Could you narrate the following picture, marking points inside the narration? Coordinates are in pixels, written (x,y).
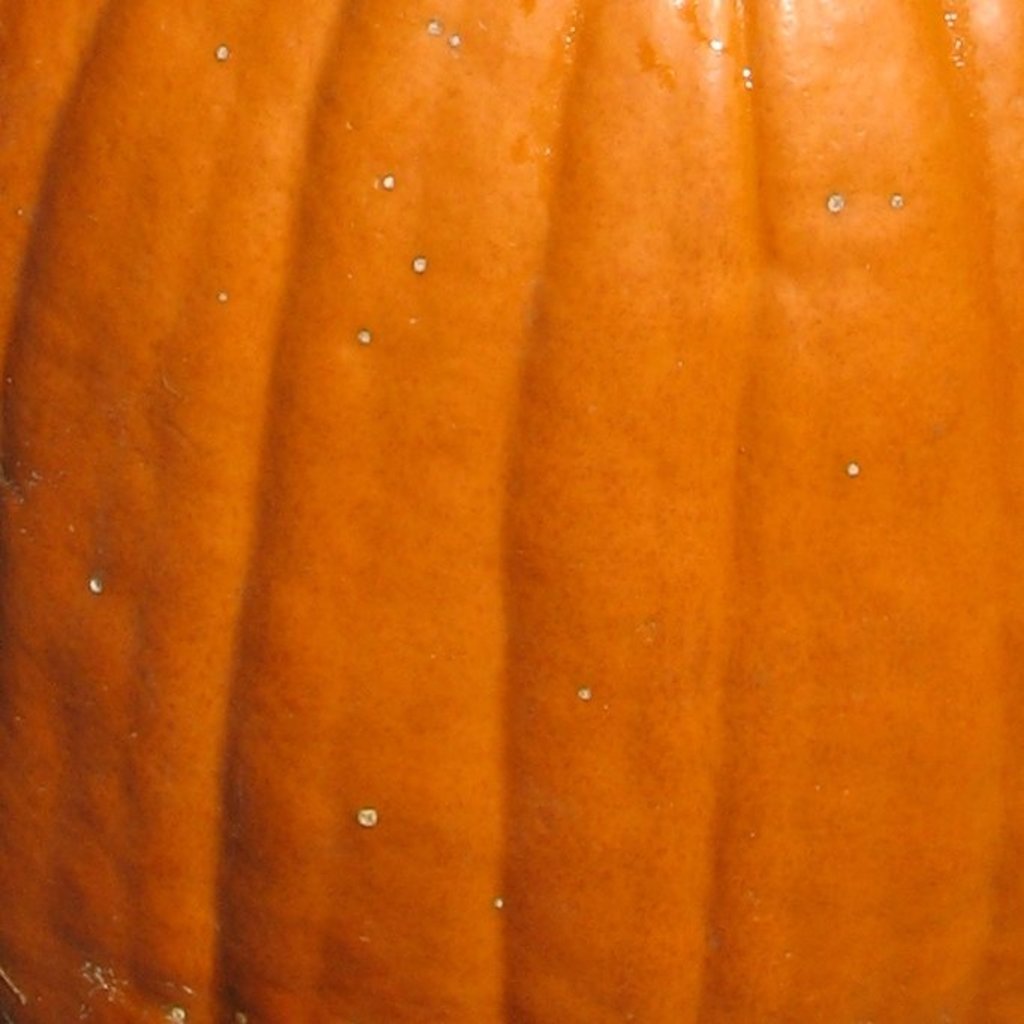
In this image we can see an orange object (564,562) which looks like a pumpkin (439,689).
